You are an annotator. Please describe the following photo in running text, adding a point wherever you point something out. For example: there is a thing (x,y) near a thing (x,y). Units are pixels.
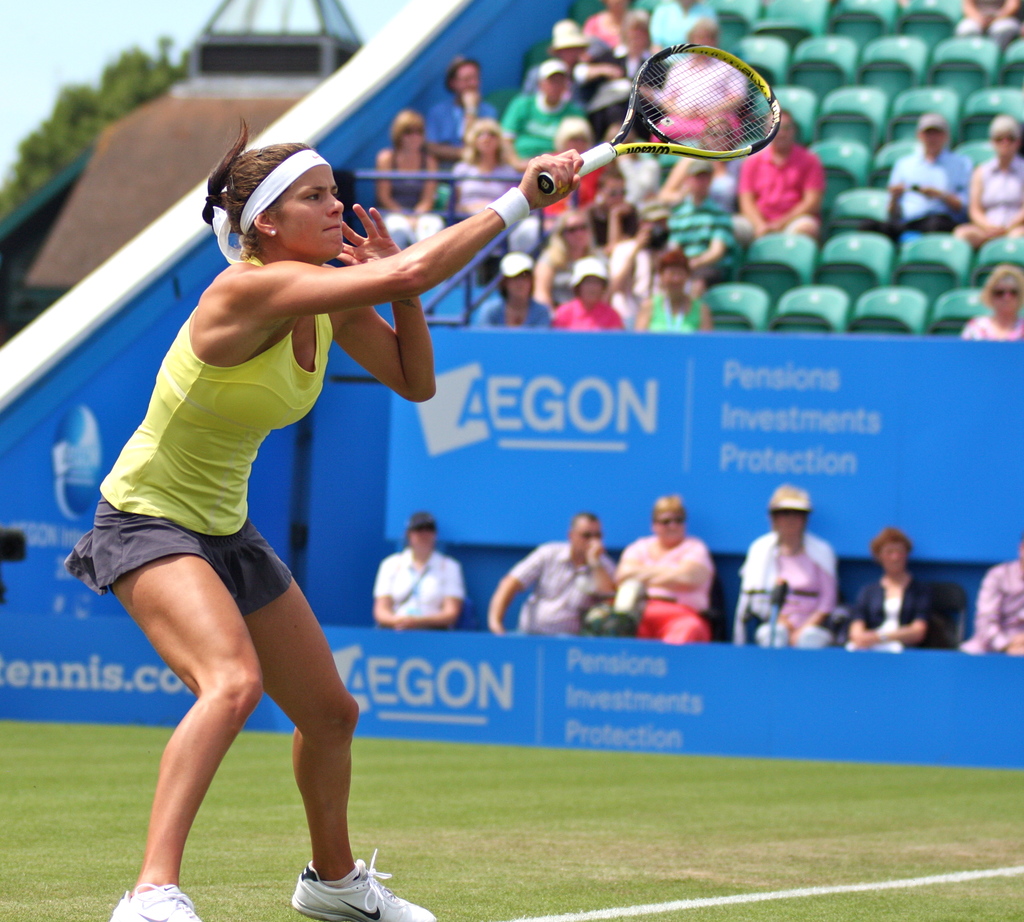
In this image I see a woman (402,364) who is on the grass (76,858) and she is holding a tennis racket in her hand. In the background (674,248) I see people (621,225) who are sitting on chairs (1014,252).
